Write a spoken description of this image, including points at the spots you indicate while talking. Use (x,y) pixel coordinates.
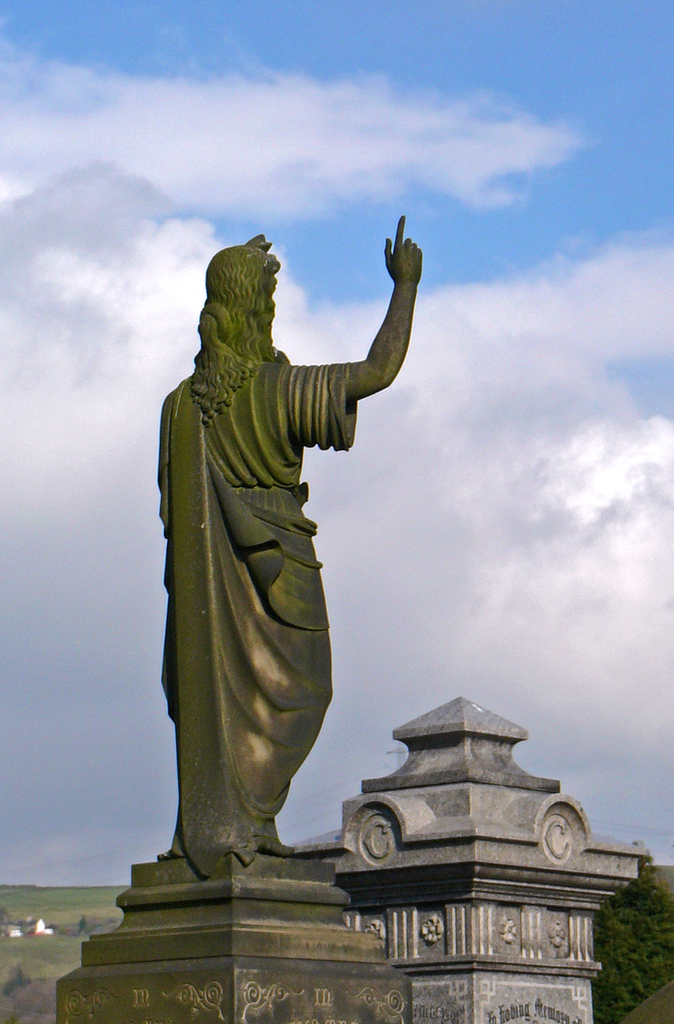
In this image, I can see a statue (220,406) of a person (239,652) standing and a memorial stone (448,955). At the bottom right corner of the image (621,959), there is a tree (626,912). In the background (469,482), I can see the sky (36,511).
